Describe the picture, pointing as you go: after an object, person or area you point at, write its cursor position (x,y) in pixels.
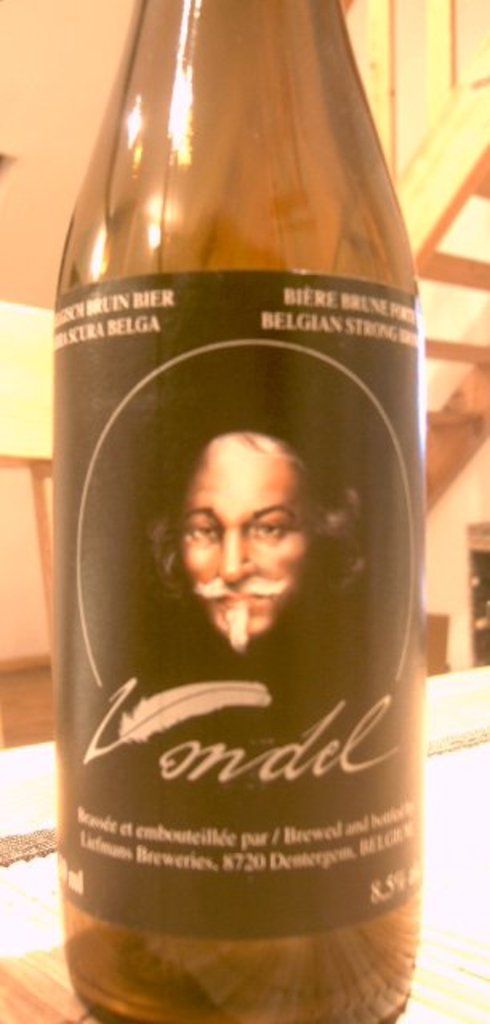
In this picture we can see a bottle (95,455) with sticker (357,399) to it and on sticker (123,680) we can see feather (151,733), man (220,565) and this is placed on a table (466,726) and in background (454,499) we can see wall (21,302), wooden steps (422,247).
